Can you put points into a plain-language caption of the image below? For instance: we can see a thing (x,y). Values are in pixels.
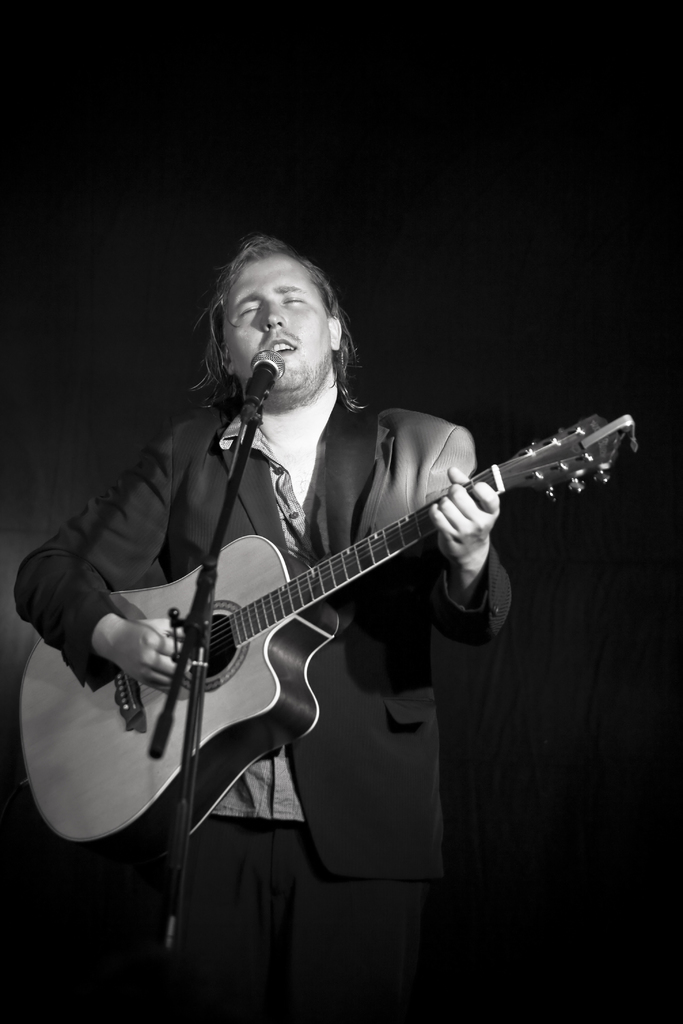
In the middle of the image (312,347) a man (211,329) is standing and playing guitar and singing and there's a microphone (254,392).
